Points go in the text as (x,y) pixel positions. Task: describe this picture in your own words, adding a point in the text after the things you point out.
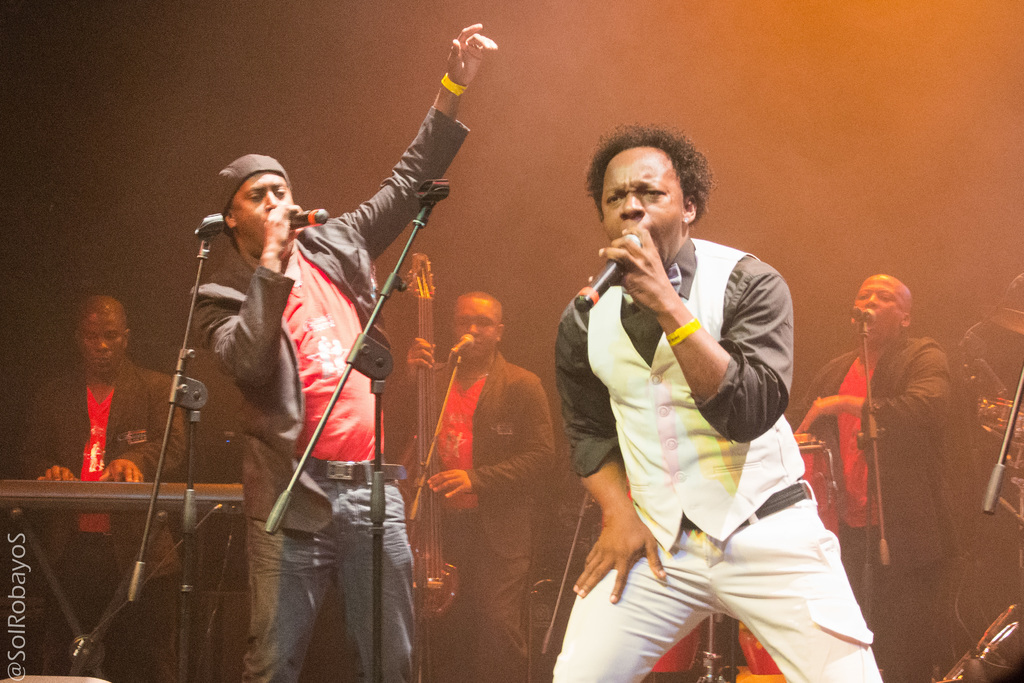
In this image there are group of persons (426,364) playing musical instruments (428,380) and at the foreground of the image (339,364) there are two persons (286,332) who are singing.
